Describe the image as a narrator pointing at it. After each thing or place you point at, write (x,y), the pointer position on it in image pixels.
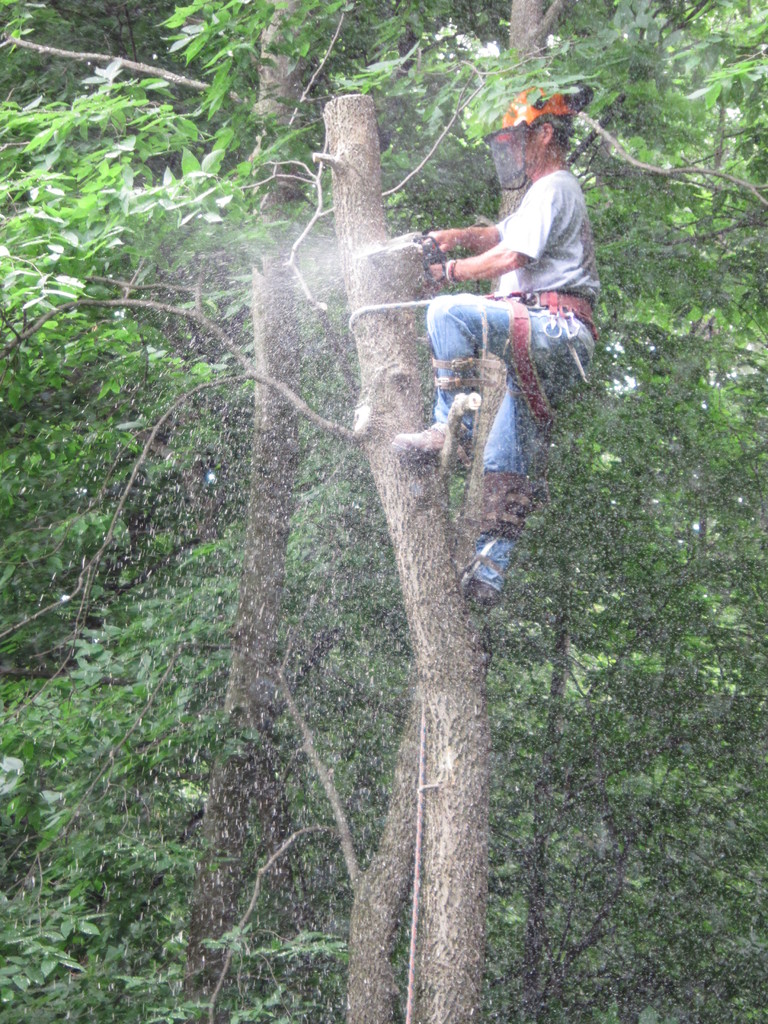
Here a man (499,437) is climbing the tree (413,312) and cutting it. These are the green trees (58,103).
